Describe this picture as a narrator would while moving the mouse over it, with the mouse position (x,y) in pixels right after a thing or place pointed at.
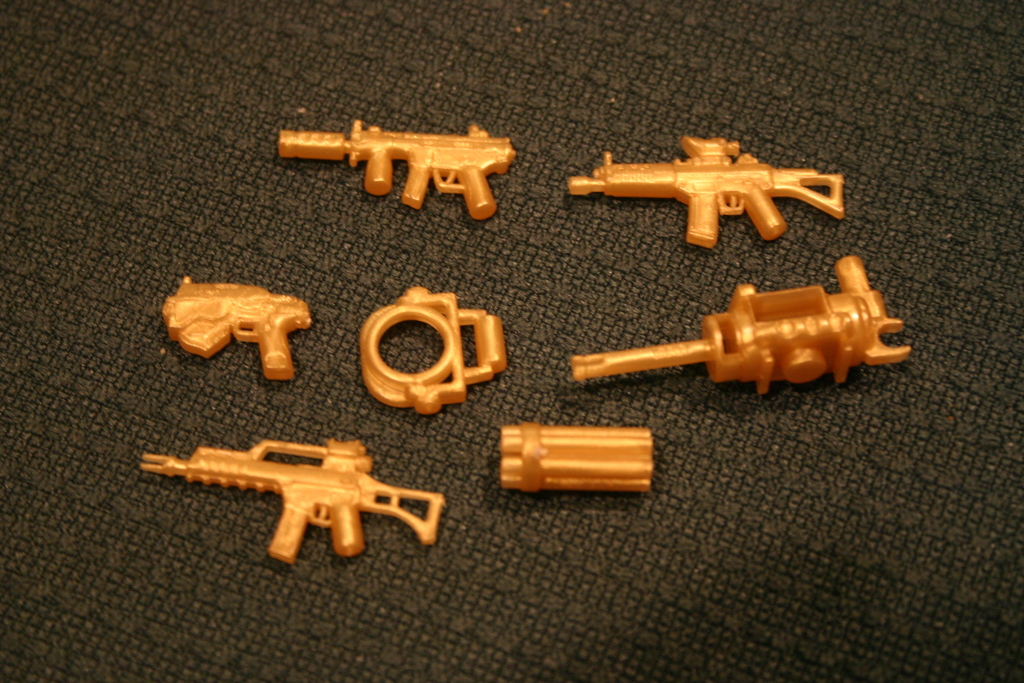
In this image we can see there are toys (447,323) on the cloth (617,513).
